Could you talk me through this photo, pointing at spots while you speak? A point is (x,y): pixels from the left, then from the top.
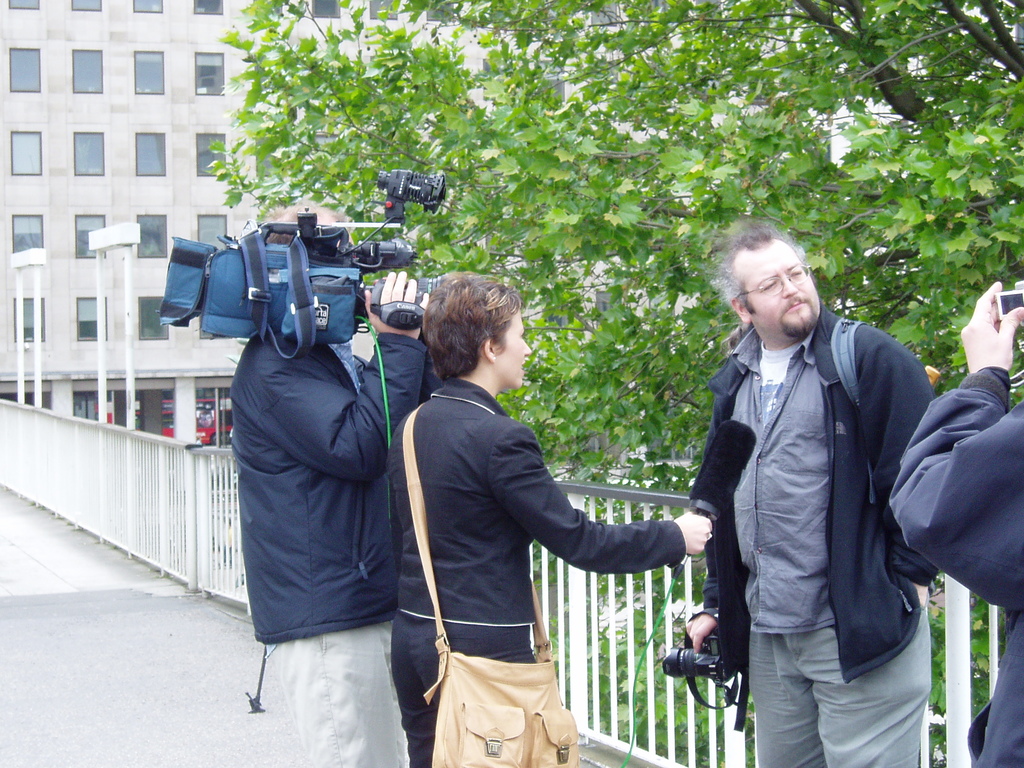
In this image there are two men (280,459) and a woman (443,446) standing towards the bottom of the image (687,520), there is a person (1008,377) towards the right of the image (1000,403), the persons (950,451) are holding an object (360,308), there is a woman (506,498) wearing a bag (497,686), there is a man (905,422) wearing a bag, there is road (107,679) towards the bottom of the image (124,700), there is a fencing (85,470), there is a tree (831,242) towards the right of the image (798,127), there is a building (167,129) towards the top of the image (137,131), there is a car (199,410), there are pillars (182,416), there are windows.
